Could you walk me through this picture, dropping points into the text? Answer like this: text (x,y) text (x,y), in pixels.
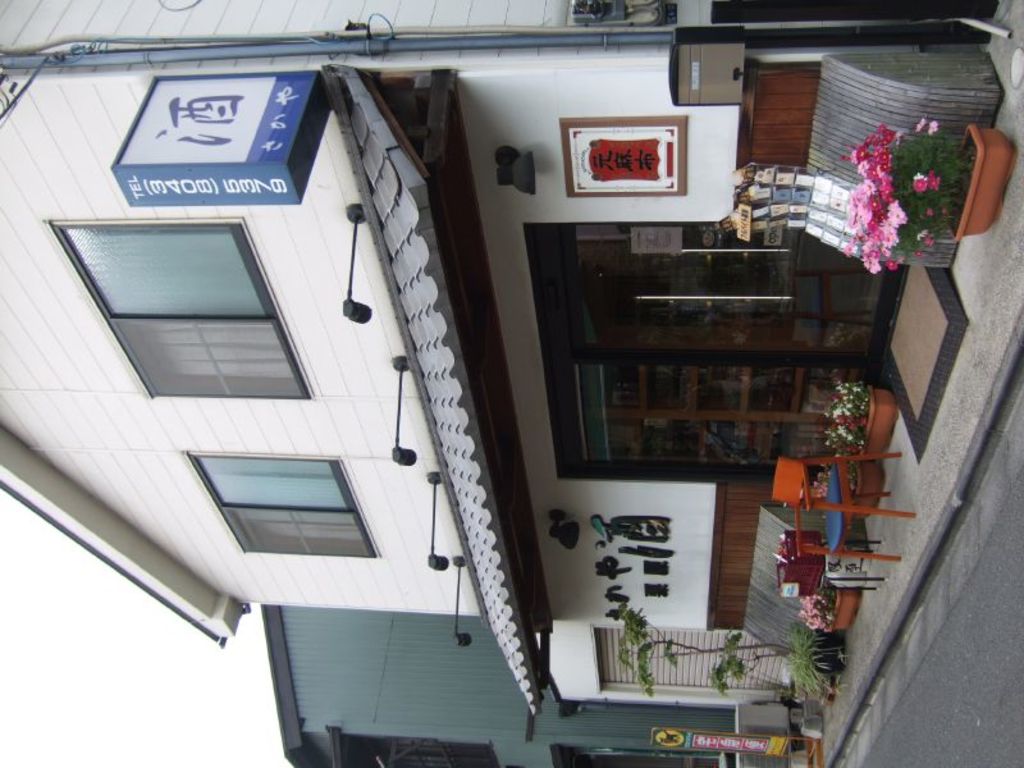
This image is taken in outdoors. In the right side of the image (910,722) there is a road (921,648) and flower pot (976,179) with a plant (949,182) in it. In this image there is a house (231,404) with windows (245,364) and door (736,315), beside that there is a building (359,672). In the middle of the image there is a sign board (301,154).
